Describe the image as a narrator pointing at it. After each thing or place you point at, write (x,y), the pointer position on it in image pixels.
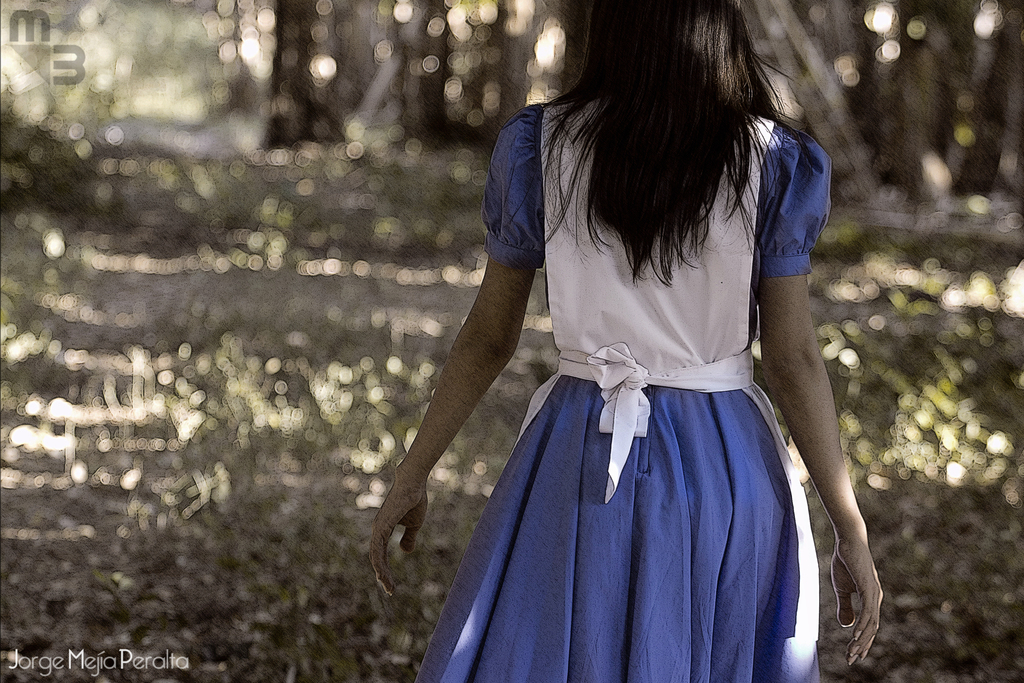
In the foreground of the picture (613,351) there is a woman (664,490) walking. In the background (141,28) there are trees (891,74).
